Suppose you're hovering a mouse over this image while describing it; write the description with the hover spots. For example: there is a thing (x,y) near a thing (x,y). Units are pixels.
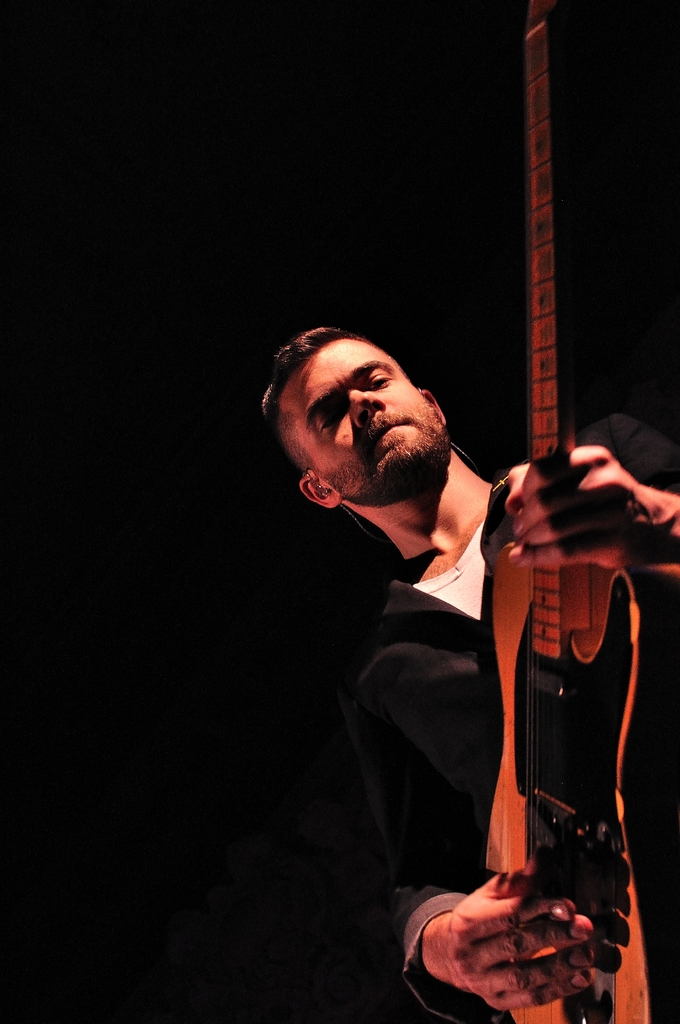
In this picture we can see a man (414,769) in black and white dress (414,780) holding a guitar (544,846) and playing it.
